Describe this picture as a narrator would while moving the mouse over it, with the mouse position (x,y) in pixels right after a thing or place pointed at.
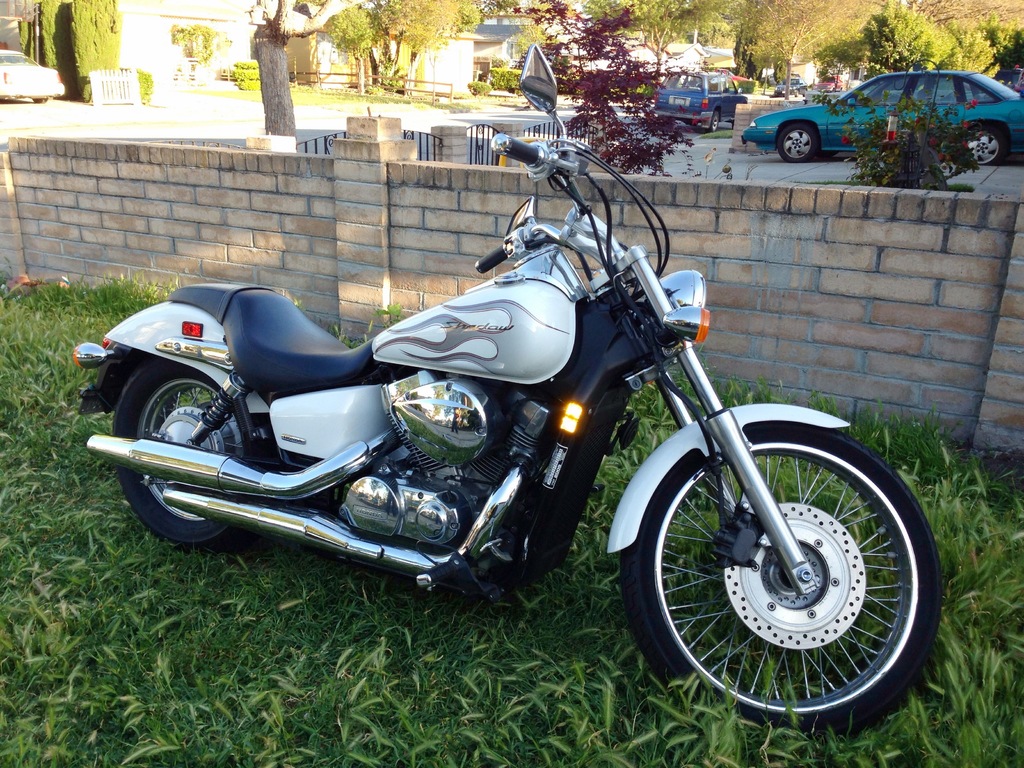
In this picture I can see a bike (524,424) and fence (805,275). Here I can see grass (275,693). In the background (813,81) I can see cars (791,136), trees (620,65) and houses (342,69).
